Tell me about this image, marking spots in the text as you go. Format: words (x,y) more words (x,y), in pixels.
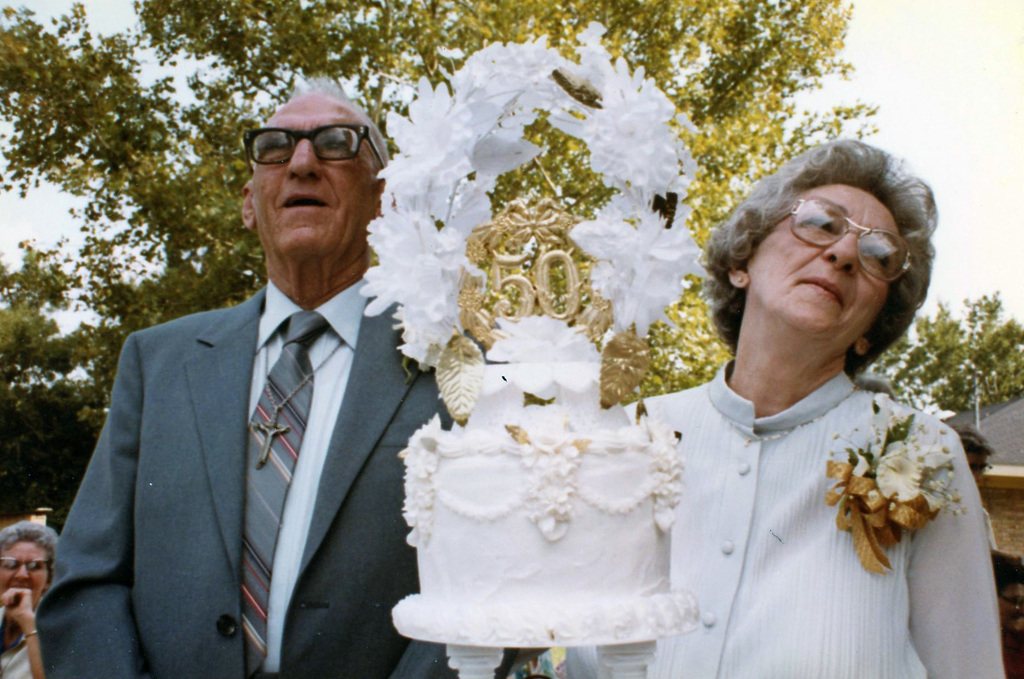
In this image I can see a woman (760,476) and a man (311,274). In front of these people (301,503) I can see a cake (539,519) which is in white color. On the left side (24,614) there is a person (8,613) looking at these people (234,544). On the right side (1008,509), I can see a house (1012,507) and some more people (1010,600). On the top of the image (727,66) I can see the trees (735,54) and sky (908,54).
